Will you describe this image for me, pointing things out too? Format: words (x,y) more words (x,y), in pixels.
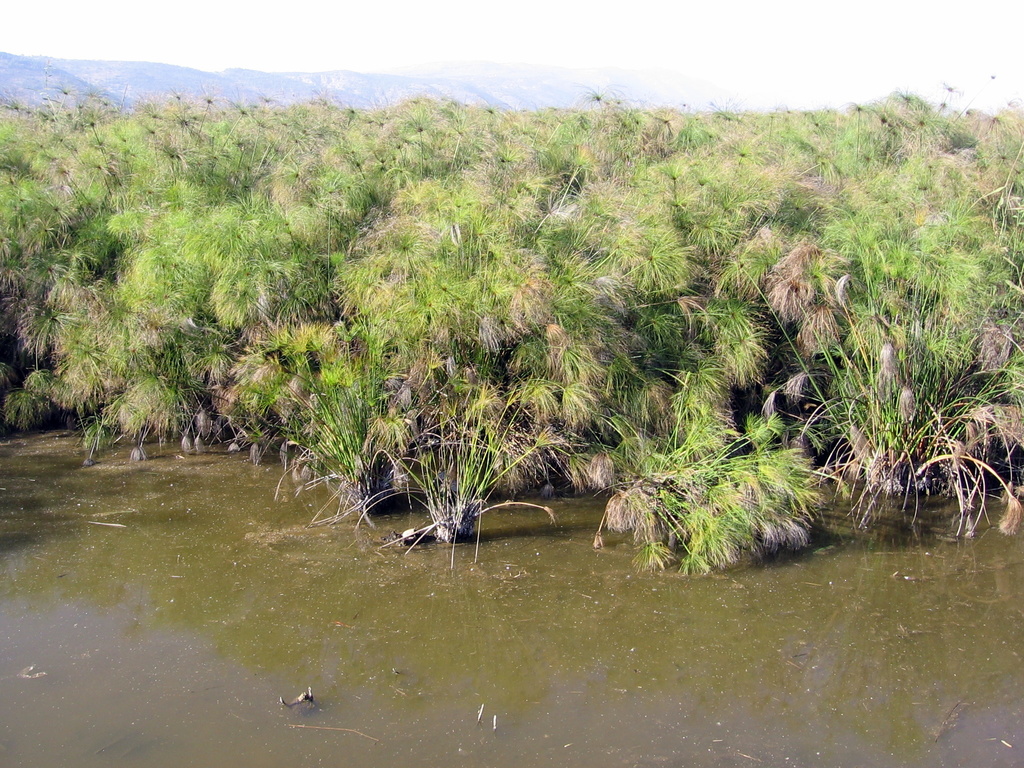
In this image we can see some plants (493,202), mountains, also we can see the lake (370,553), and the sky (218,56).
